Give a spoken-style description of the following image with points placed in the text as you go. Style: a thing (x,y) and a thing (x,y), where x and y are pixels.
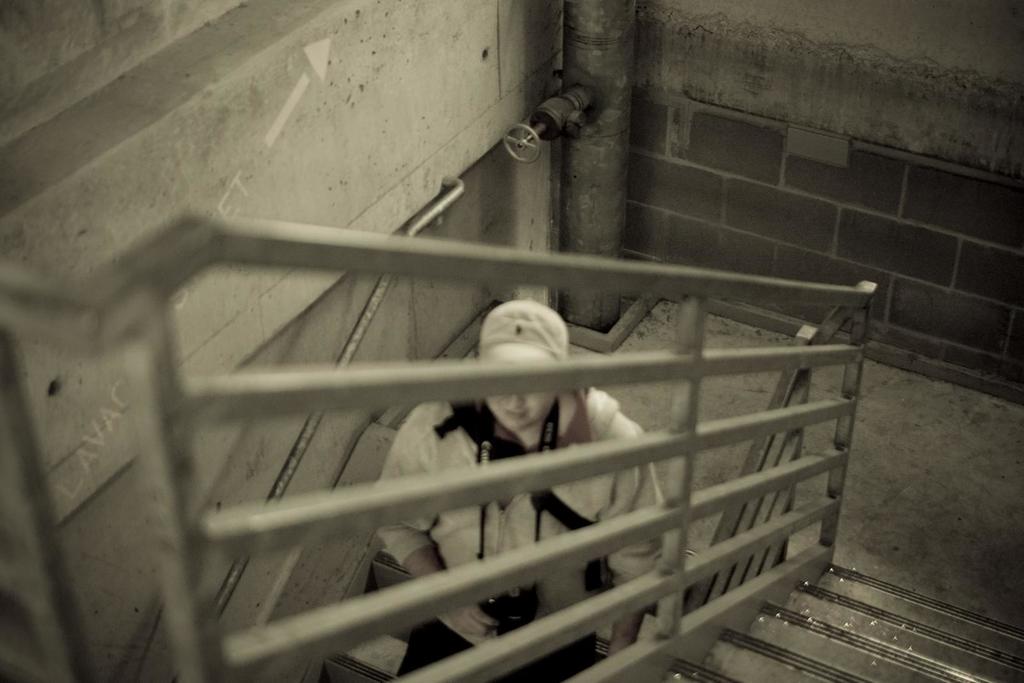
In the foreground of this black and white image, there are stairs (806,646), railing (597,547), wall (419,198) and a person (464,404) wearing a camera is walking on the stairs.
